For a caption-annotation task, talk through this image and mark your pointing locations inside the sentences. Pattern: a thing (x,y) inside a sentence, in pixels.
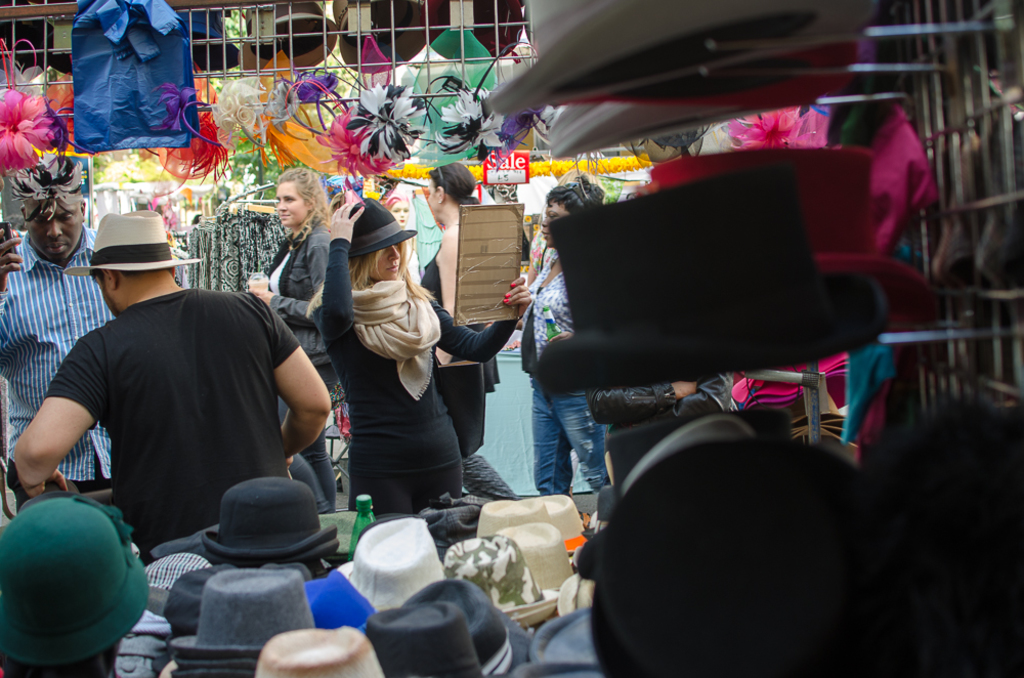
In the foreground of the image (651,17) there are many hats (212,534). In the center of the image (379,348) there is a lady (350,322) wearing a black color hat (405,238) holding a mirror (515,310). At the left side of the image (233,315) there is a person (113,296) wearing black color t-shirt (212,299) and wearing a hat (160,234). At the background of the image (22,347) there are many people (549,199) and grill (268,6).
